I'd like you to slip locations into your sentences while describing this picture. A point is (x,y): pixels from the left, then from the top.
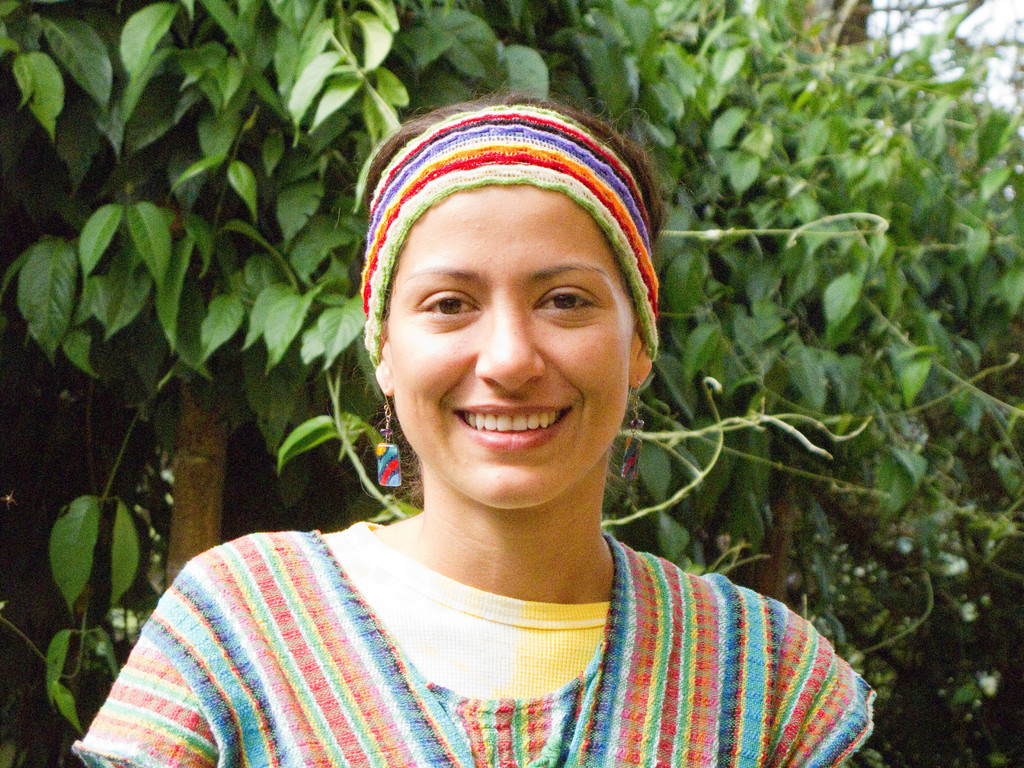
This image consists of a woman (495,579), trees (958,170) and the sky (896,40). This image is taken may be during a day.
